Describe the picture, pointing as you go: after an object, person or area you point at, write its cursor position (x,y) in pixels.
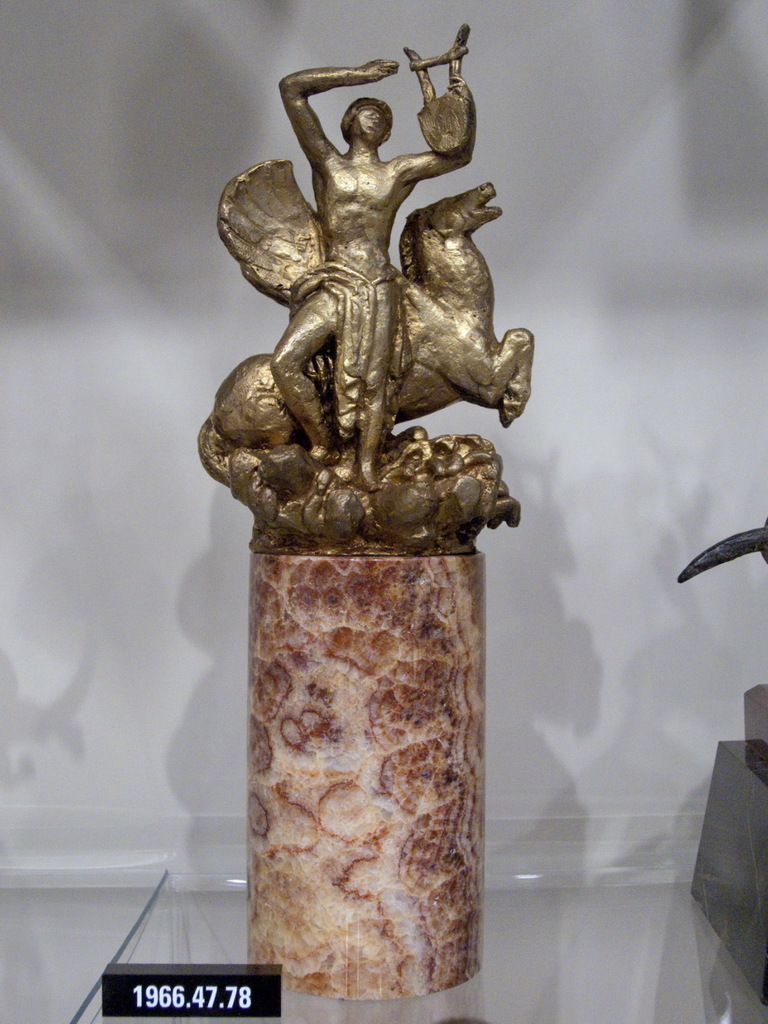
In this image I can see a sculpture (333,373) and on the bottom left side of the image (236,1008) I can see something is written on the black colour thing (186,973). I can also see an object (762,700) on the right side of the image (744,886).
